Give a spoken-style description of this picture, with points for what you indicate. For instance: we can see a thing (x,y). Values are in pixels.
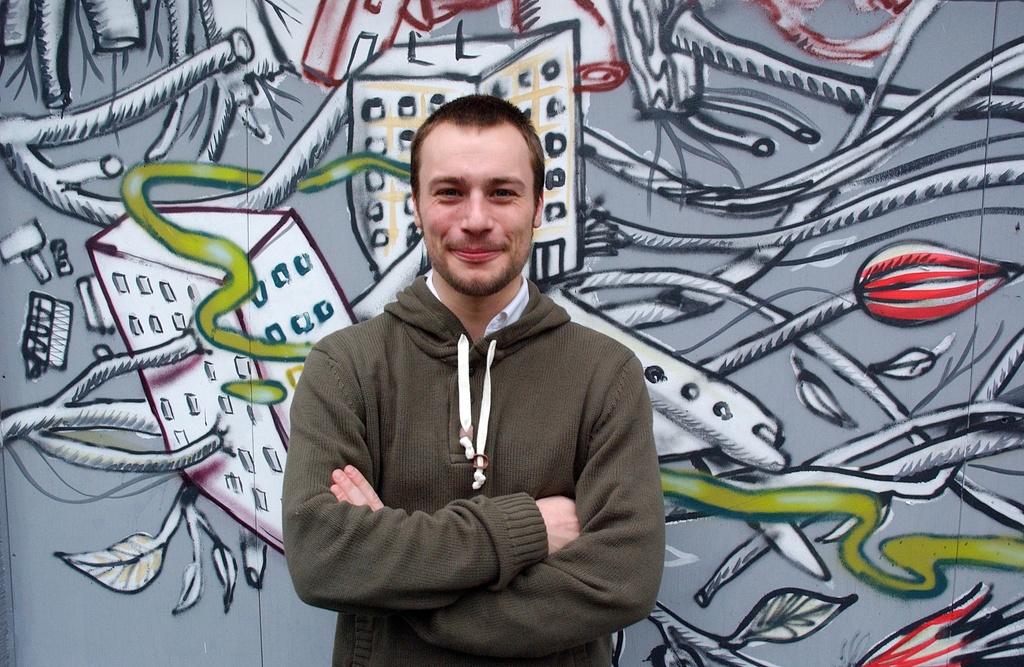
The man (341,604) in the middle of the picture (505,321) wearing a brown jacket (425,459) is standing and he is smiling. Behind him, we see a wall (142,514) in grey color on which it is painted with white, green, red and black color.
